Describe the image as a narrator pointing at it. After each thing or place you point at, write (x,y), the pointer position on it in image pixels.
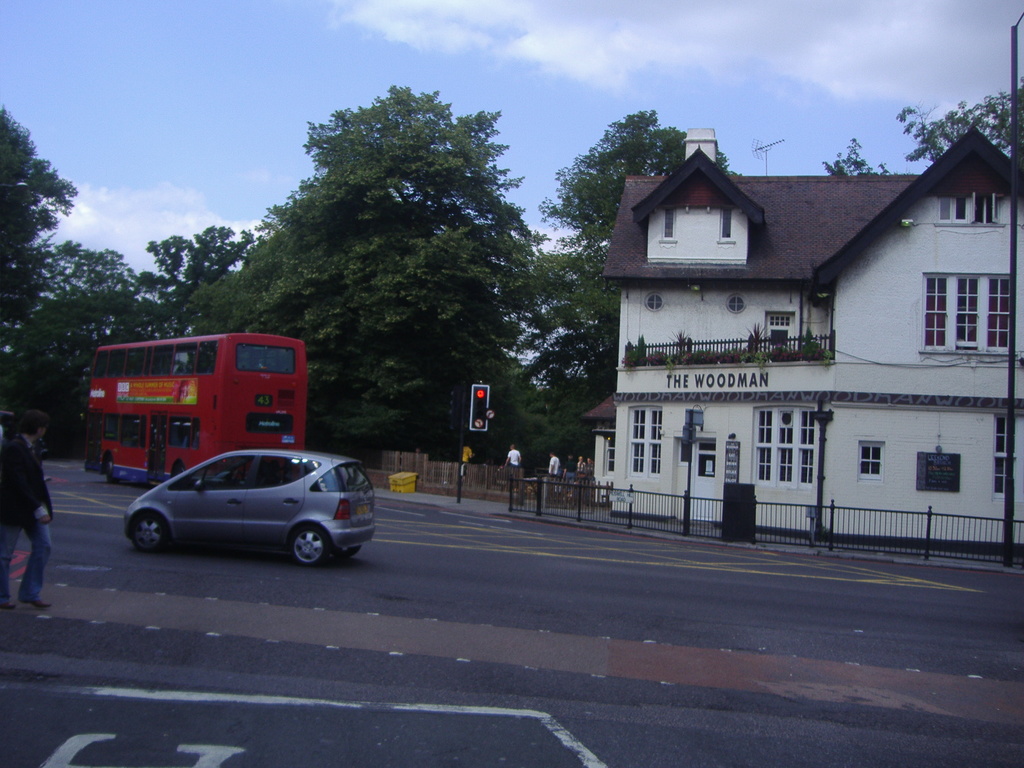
In this image I can see few vehicles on the road (159,618), in front (14,497) I can see a person (22,526) standing wearing black shirt (8,477), blue pant (22,526). Background (418,411) I can see a traffic signal (477,396), a building (895,398) in cream and brown color, trees (456,305) in green color and the sky (332,57) is in white and blue color.
